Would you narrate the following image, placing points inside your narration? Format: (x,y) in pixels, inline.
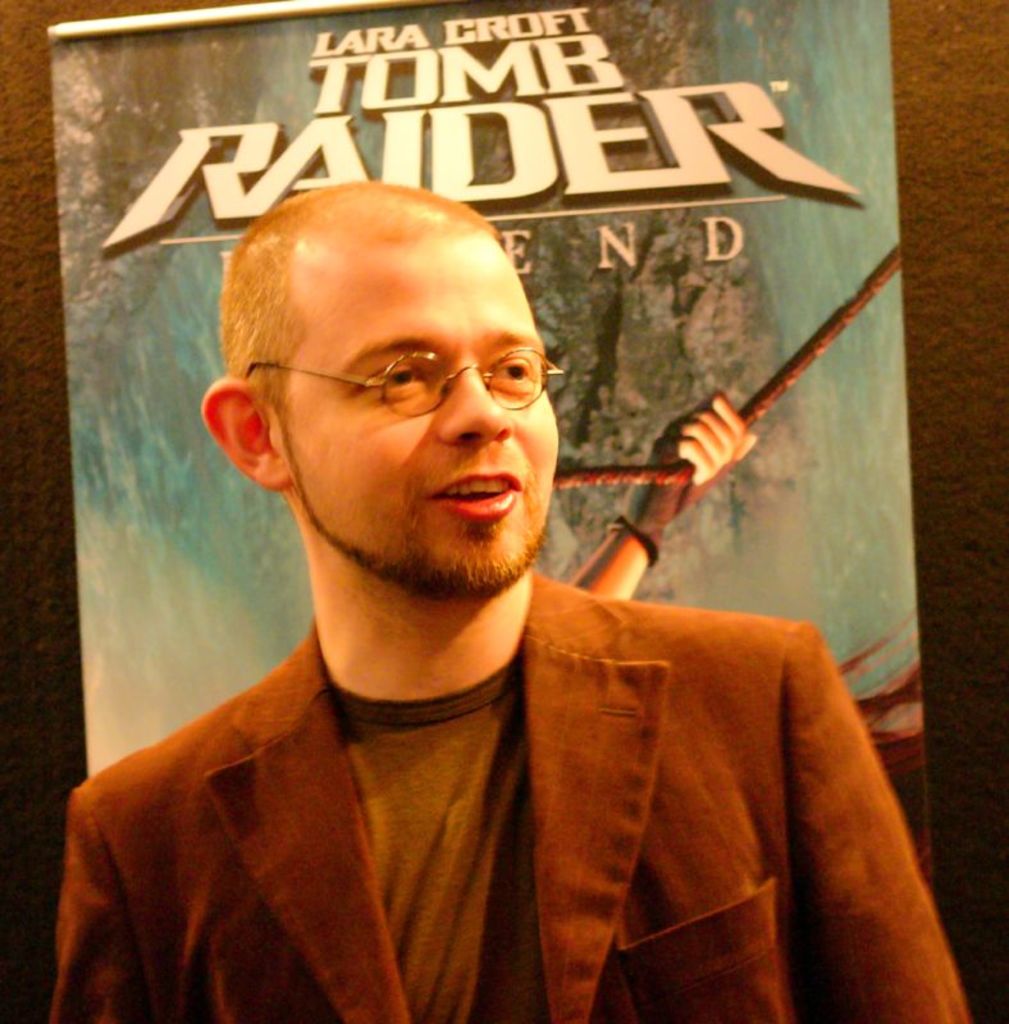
There is a man (438,802) standing and wore spectacle (528,404). In the background (460,167) we can see banner (403,151) on a wall (976,92).
